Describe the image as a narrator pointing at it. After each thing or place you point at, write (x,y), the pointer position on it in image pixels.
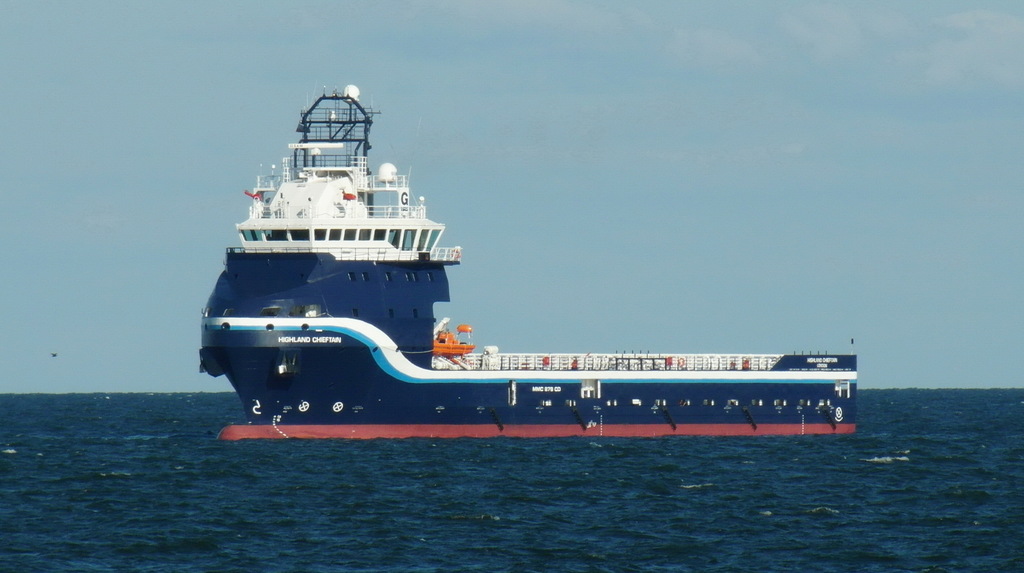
In this image I can see the ship (668,358) on the water surface (970,442) and the ship (375,275) is in blue and white color. The sky (613,230) is in blue color.
